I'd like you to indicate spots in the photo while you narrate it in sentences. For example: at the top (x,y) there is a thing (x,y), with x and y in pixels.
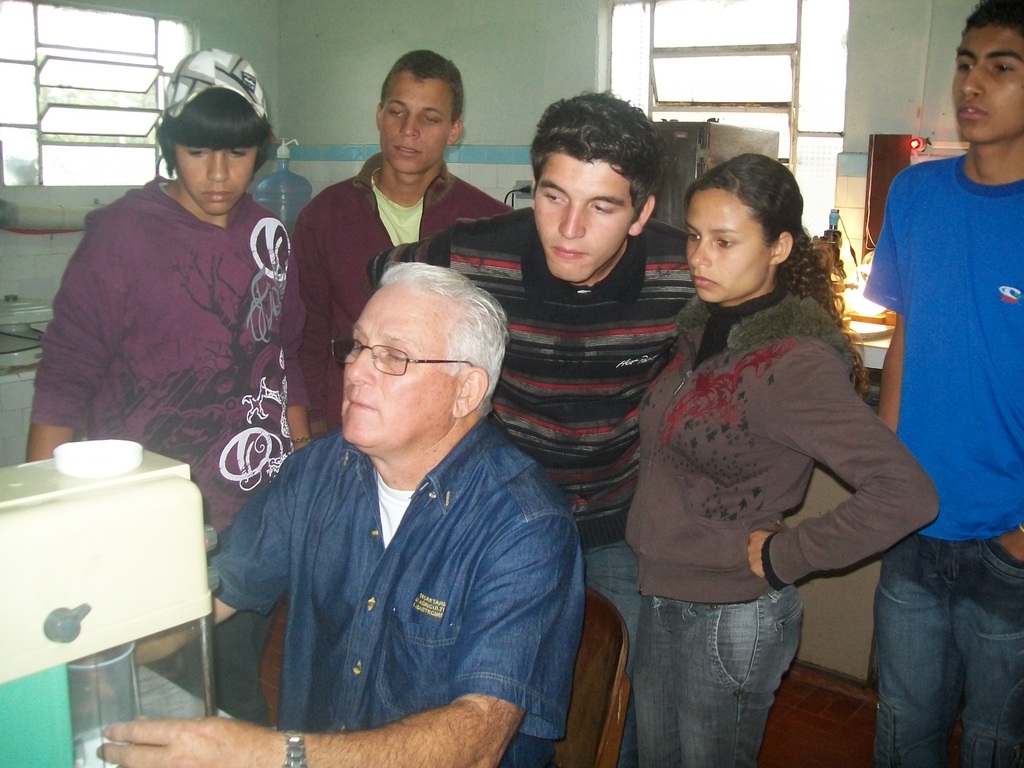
In the center of the image (470,469) a man (502,616) is sitting on a chair (576,723) and holding a glass (92,755). At the bottom left corner (136,543) a machine (1,588) is there. In the middle of the image (510,354) we can see some persons (352,233), bottles (294,215), lights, cupboards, socket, wire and some objects (15,349). At the top of the image (513,42) we can see windows (44,100), wall (490,8). At the bottom of the image (820,722) there is a floor (849,700).
